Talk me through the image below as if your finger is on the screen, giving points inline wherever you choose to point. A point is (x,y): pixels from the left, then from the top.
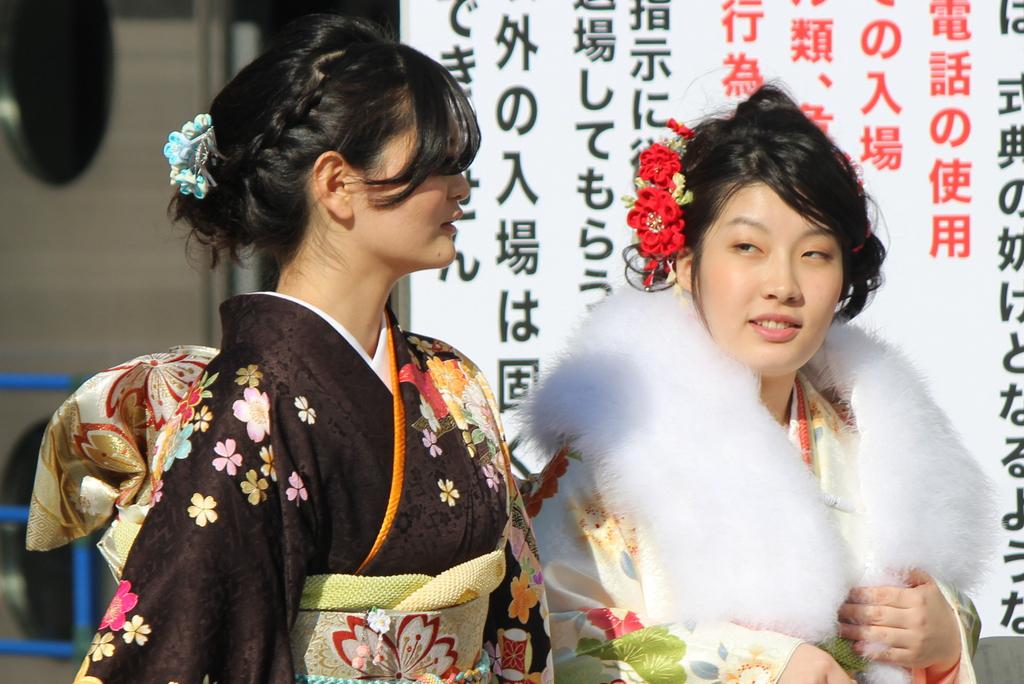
In this picture I can see there is a woman (340,418) standing on to left (332,525) and she is wearing a black dress (298,445) and looking at right side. There is another woman (657,489) standing on to right side (715,258), she is wearing a white dress (711,678) and she is looking at left side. In the backdrop (785,18) there is a banner (661,27) and there is something written on the banner (1019,185). On to left (69,376) backdrop there is a blue frame (29,378) and the rest is blurred.
